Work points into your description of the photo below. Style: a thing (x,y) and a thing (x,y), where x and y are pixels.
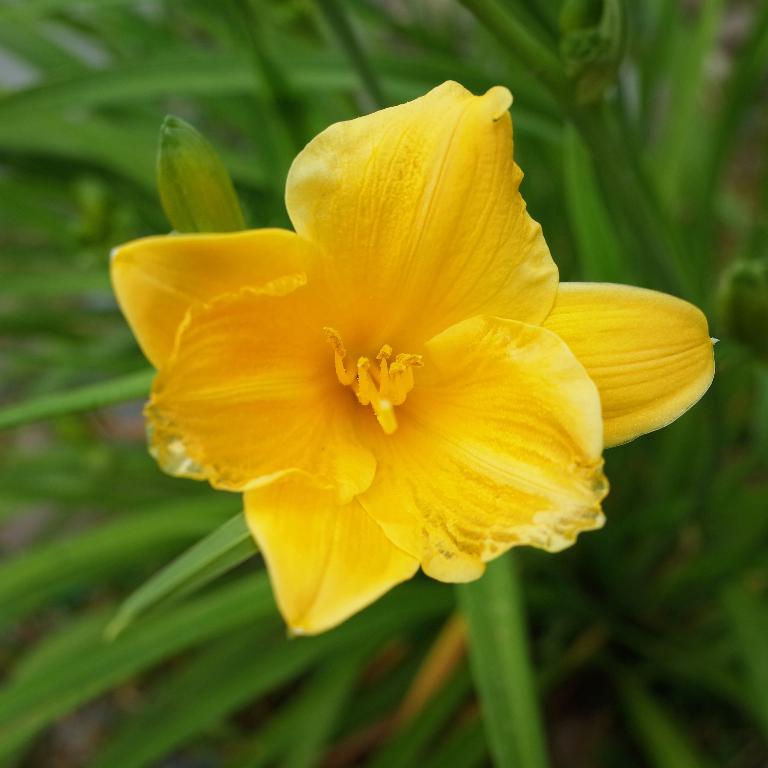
In this image I can see a yellow colour flower (315,242) in the front (279,367) and in the background (566,206) I can see number of green leaves (596,625). I can also see this image is little bit blurry.
